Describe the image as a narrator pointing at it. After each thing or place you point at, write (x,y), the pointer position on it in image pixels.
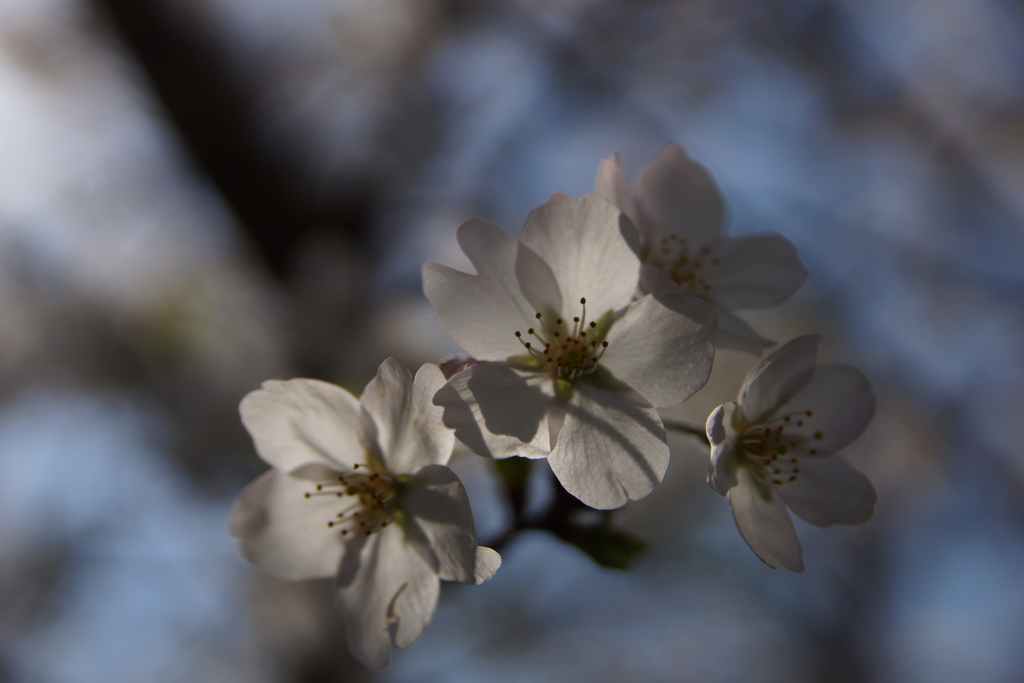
In this image we can see flowers (564,410). There is a blur background (24,560).
